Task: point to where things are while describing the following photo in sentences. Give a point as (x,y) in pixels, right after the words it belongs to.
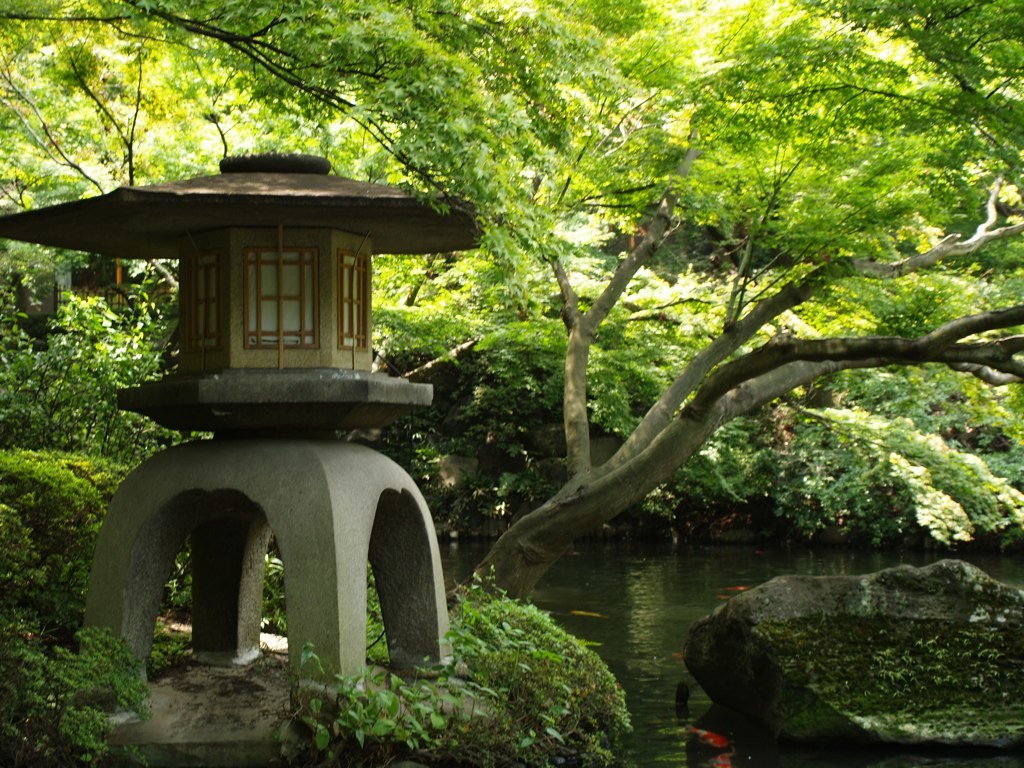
This picture might be taken from forest (683,433). In this image, on the left side (270,320), we can see a stone lantern (421,404), pillars (410,531) and a window (270,338). On the right side (908,608), we can see a stone (893,619) which is drowning on the water (636,547). In the background (684,117), we can see some trees (842,168), plants (607,371). At the bottom (637,560), we can see a land (228,735) and a water (671,634) in a lake (673,606).
